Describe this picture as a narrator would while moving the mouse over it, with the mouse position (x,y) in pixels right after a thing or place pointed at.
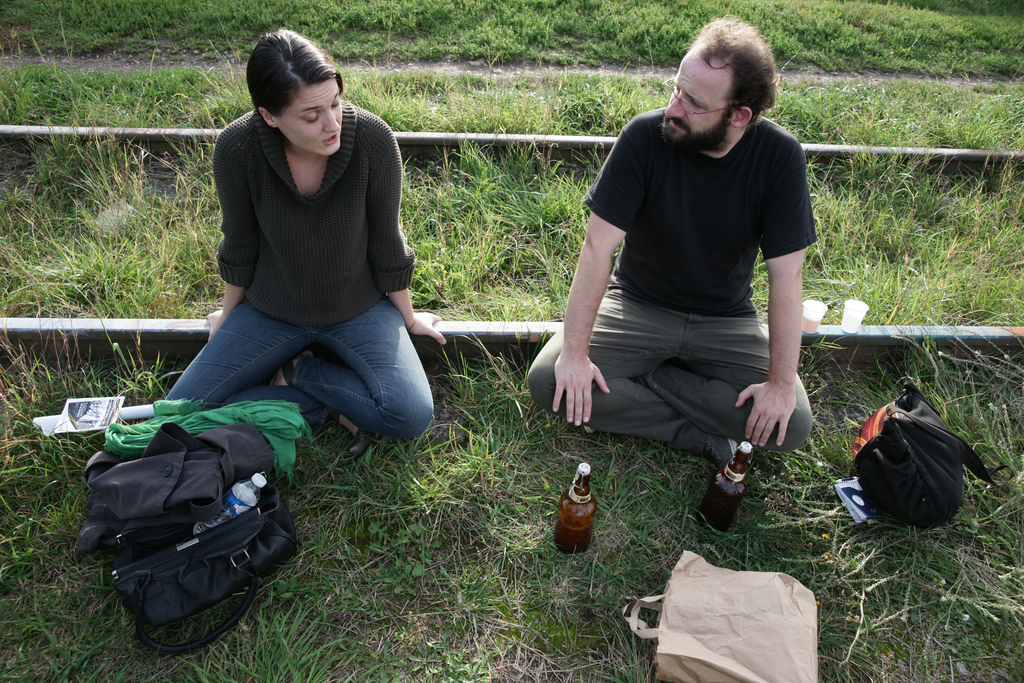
This is an outside view. Here I can see a woman (323,143) and a man (652,370) sitting on a track line (487,336). The woman (383,294) is speaking and the man (696,185) is looking at her. On the ground (15,229), I can see the grass (418,243). In front of these people (739,285) few bags (260,561) and bottles (717,495) are placed on the ground (498,554). Beside the man (792,322) there are two glasses (854,315).
